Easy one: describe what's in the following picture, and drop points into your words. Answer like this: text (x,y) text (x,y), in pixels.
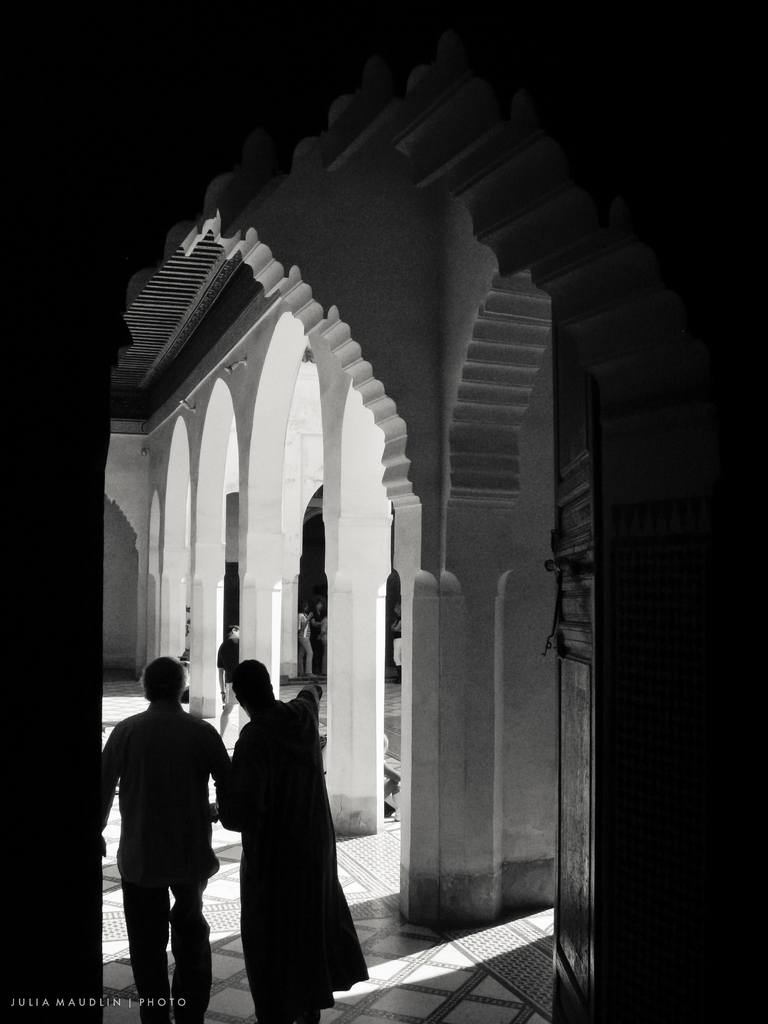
In this picture we can see few people (261,848) on the ground (504,958) and in the background (508,886) we can see pillars (466,881) and the wall (529,894), in the bottom left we can see some text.
